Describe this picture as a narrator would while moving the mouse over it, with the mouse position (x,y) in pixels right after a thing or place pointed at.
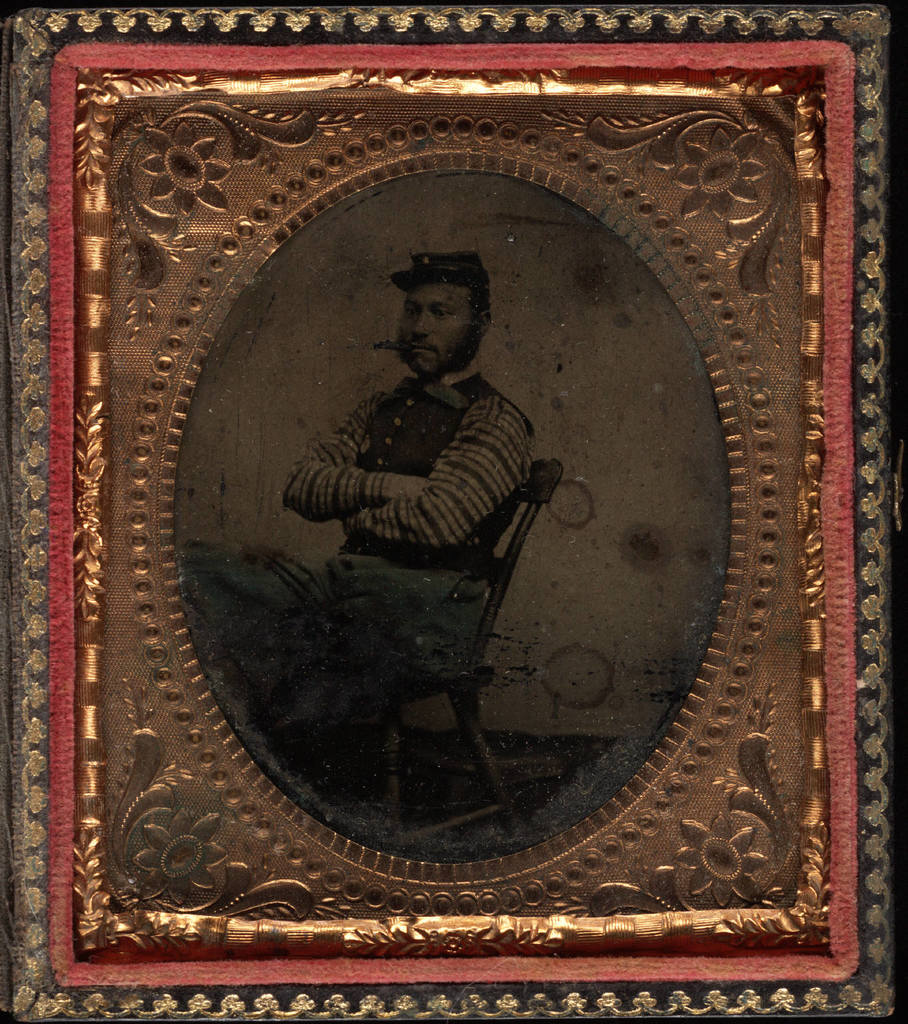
In this image we can see a picture frame (690,174) of a person (363,621) sitting on the chair (387,716) and having a cigar (406,343) in his mouth (416,355).
